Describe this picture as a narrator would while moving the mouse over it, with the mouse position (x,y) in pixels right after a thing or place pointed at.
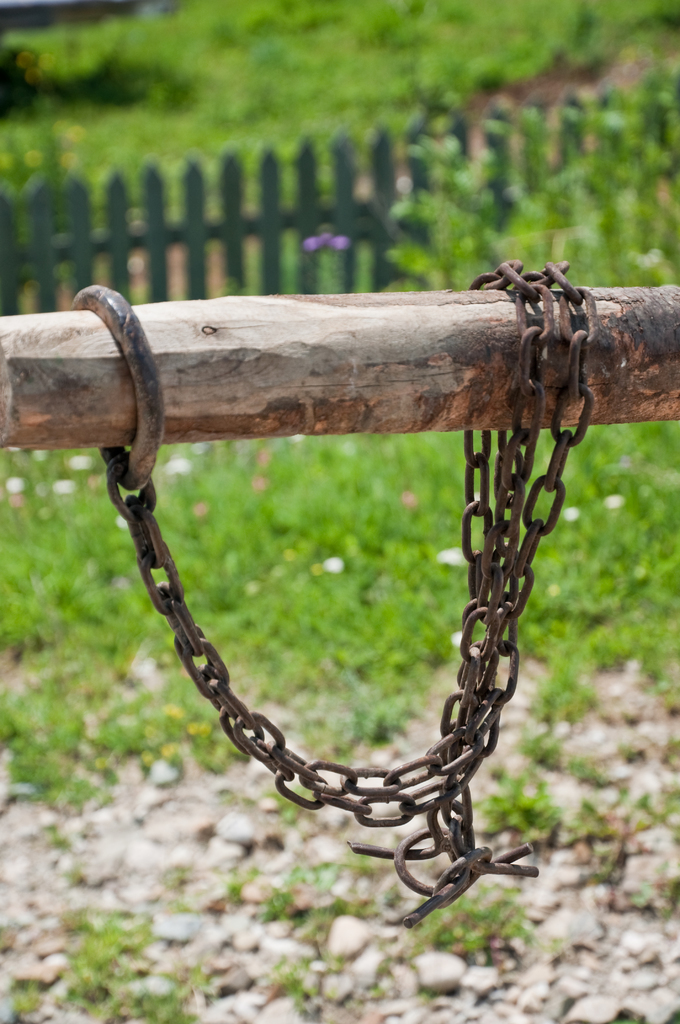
In this image on the foreground (448,392) there is a pole (488,378). On it there is iron chain (465,626). In the background (461,261) there are plants (63,164), grasses (288,278) and wooden fence (251,233). On the ground (115,892) there are stones (409,982).
